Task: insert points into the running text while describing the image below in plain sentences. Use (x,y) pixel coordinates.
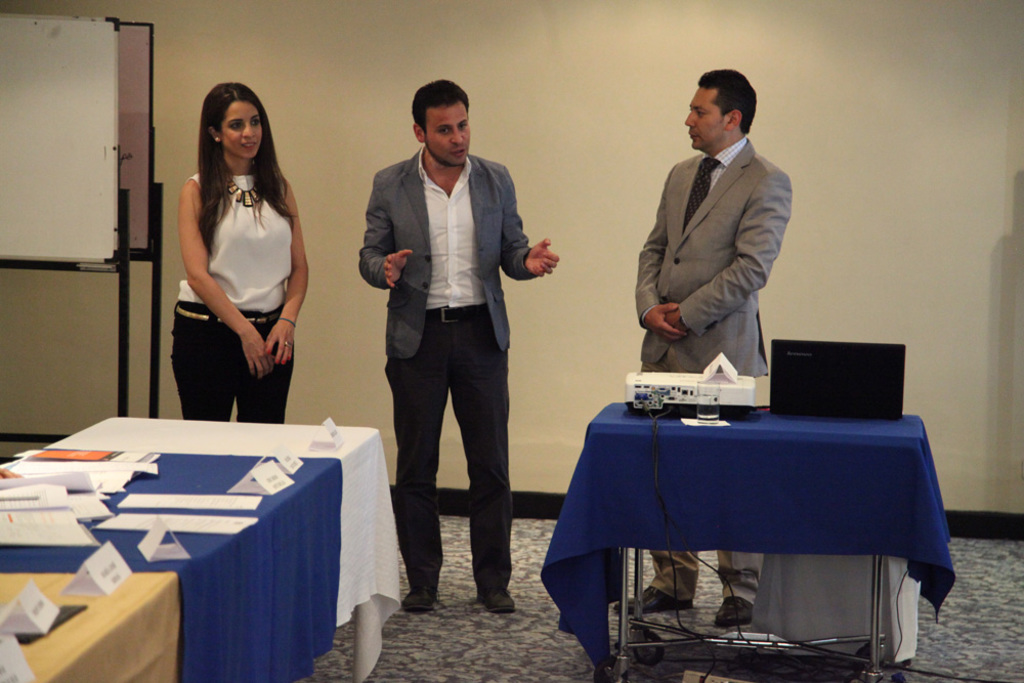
This 3 persons (437,324) are standing. On this tables (272,443) there are papers (180,547), laptop (817,365) and electronic device (669,408). This is a whiteboard (63,217) with stand (140,255). On this table (276,483) there is a blue, white and gold color cloth (267,550).
